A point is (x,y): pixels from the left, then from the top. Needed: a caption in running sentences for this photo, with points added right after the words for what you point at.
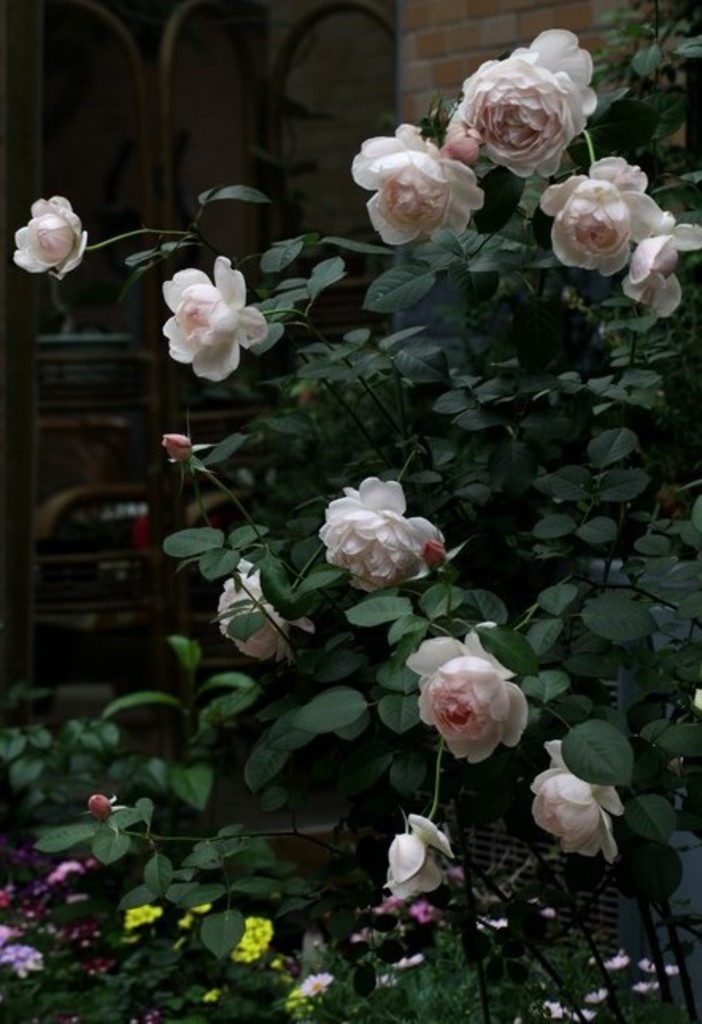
In this picture there is a pink color rose flower plant (294,592). Behind there is brick wall (455,29) and a metal frame grill (22,604).
